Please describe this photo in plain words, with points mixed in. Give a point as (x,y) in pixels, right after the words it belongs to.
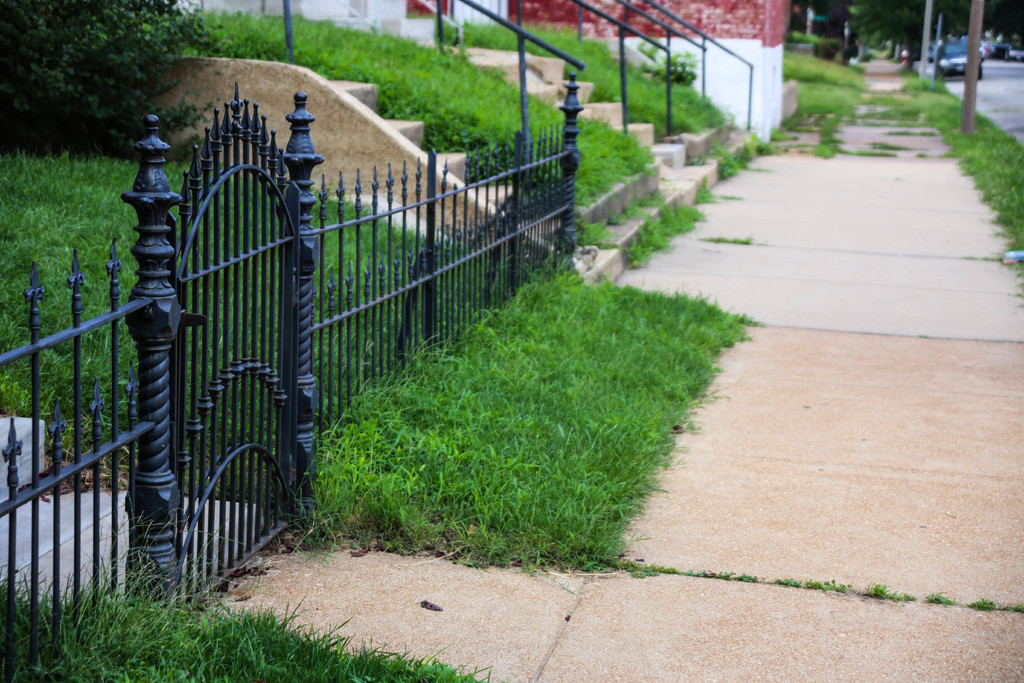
On the left side (279,259), there are steps (27,447), a fence (66,475) and grass (72,238) on the ground (296,640). On the right side (876,469), there is a footpath (900,232). In the background (807,150), there are steps (585,93), there is grass (690,96) on the ground (693,85), there are buildings (590,19), poles (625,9) and vehicles (946,68) on the road (960,82).
